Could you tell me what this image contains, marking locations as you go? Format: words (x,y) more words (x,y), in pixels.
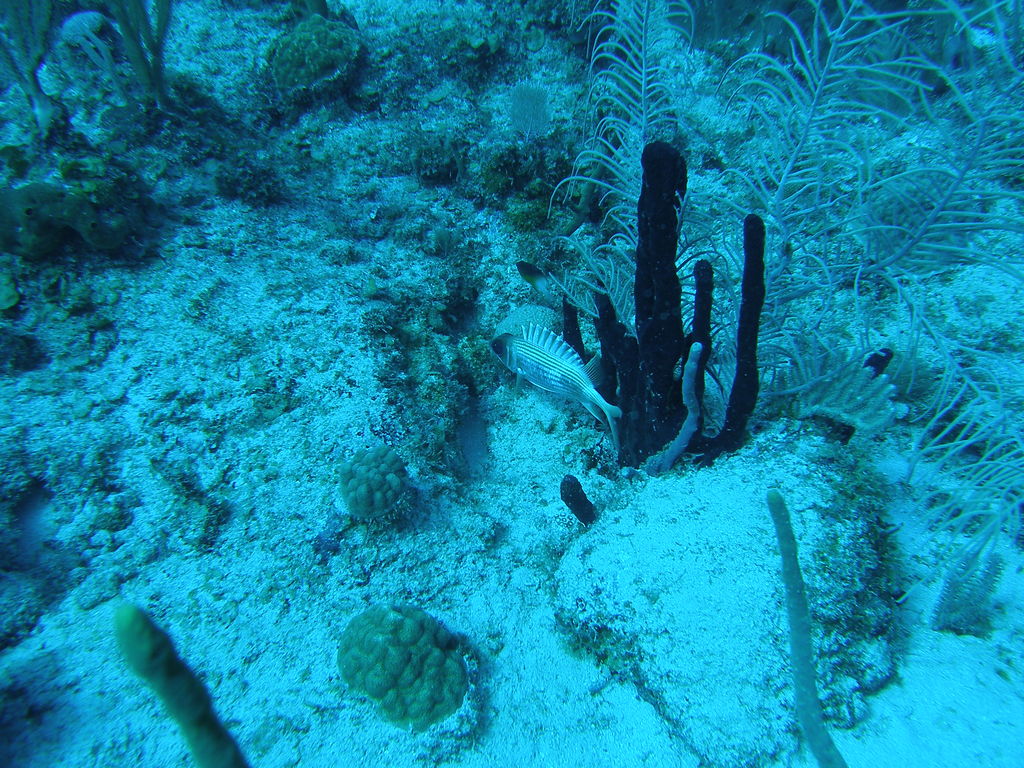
This image is taken under the water (761,17). There are water plants (692,392) and fishes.
